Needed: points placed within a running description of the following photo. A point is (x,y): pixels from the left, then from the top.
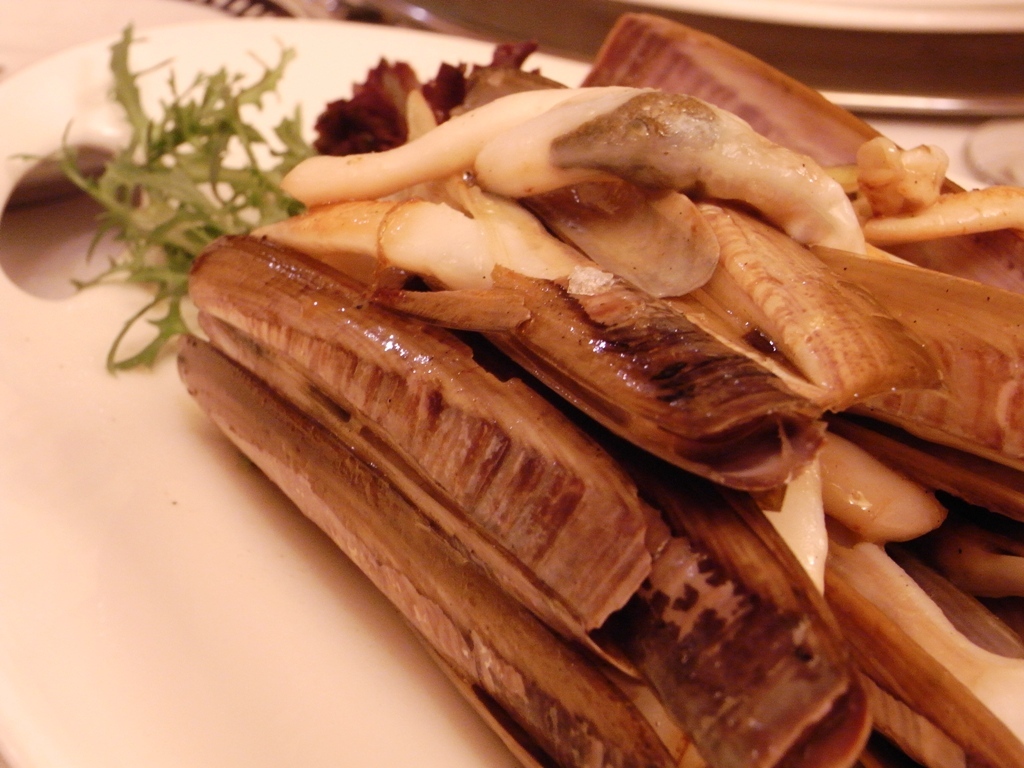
This image consists of razor clams (588,399) which are in brown color, are kept on a plate (135,612). It looks like it is clicked in a kitchen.
